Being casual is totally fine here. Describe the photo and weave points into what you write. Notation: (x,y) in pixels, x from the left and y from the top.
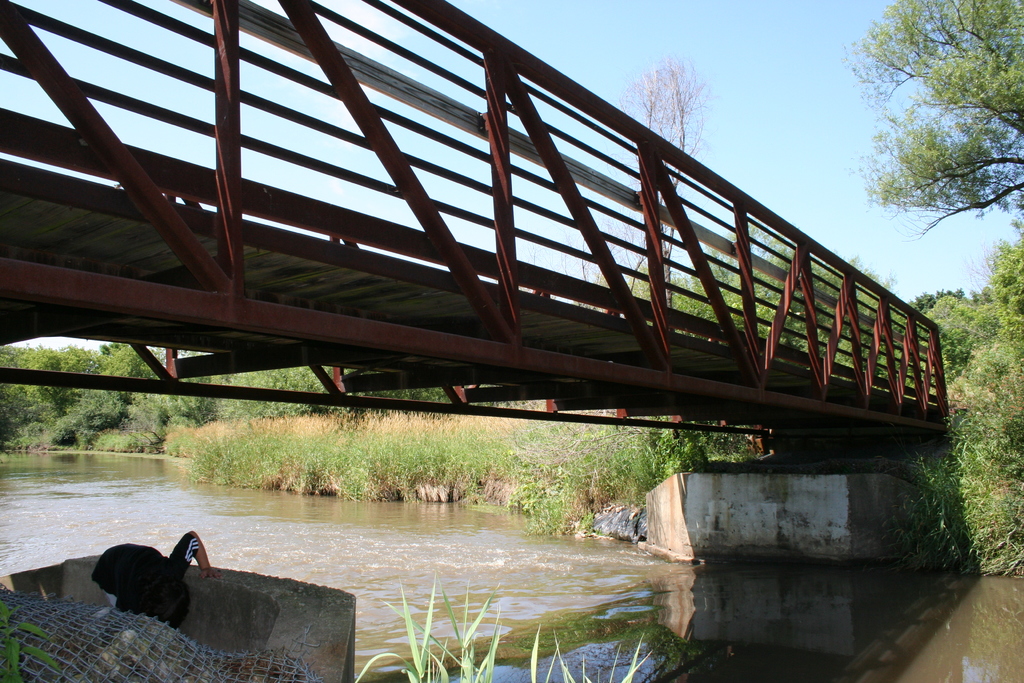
It is an iron bridge (383,358), at the down side there is water (659,582). At the top (780,86) it is the sky (775,77).
